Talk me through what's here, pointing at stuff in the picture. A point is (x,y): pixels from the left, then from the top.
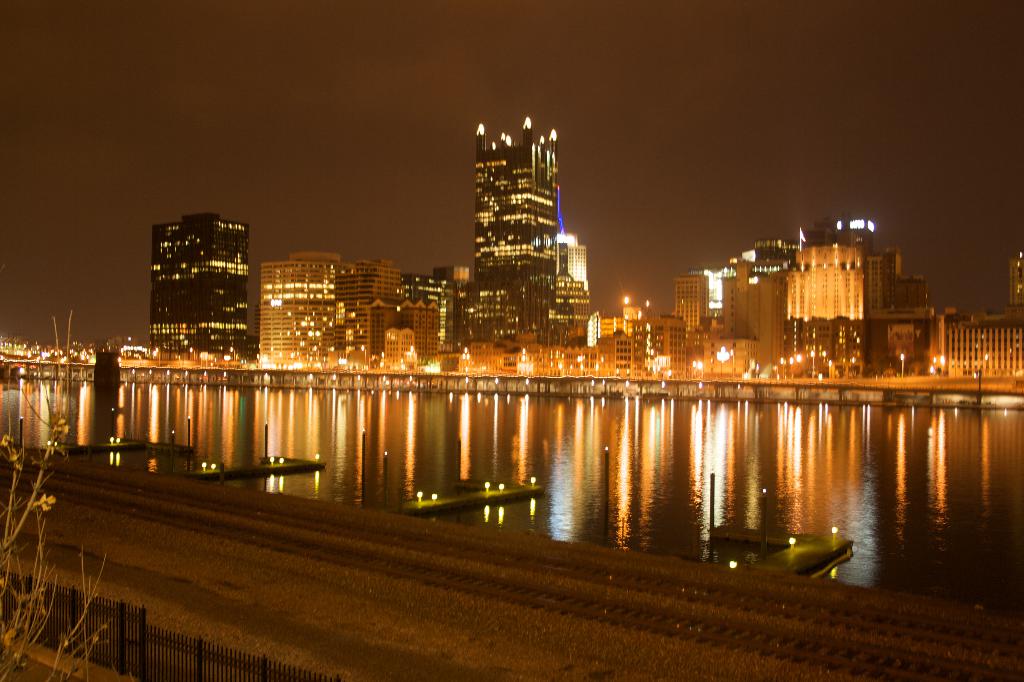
In the center of the image (409,446) there is a lake (386,421). In the background (232,325) there are buildings (535,310) and lights (725,349). At the bottom (154,622) there is a fence (251,660) and a road (199,559). At the top (461,77) there is sky (461,77).
